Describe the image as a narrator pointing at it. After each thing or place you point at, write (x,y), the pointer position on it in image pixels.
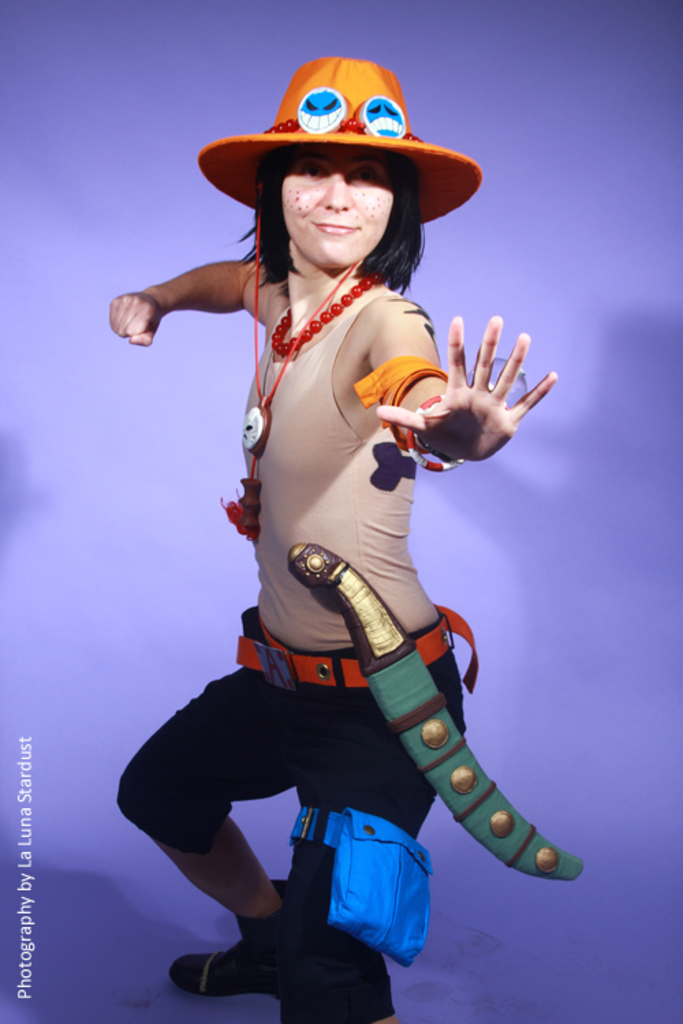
In this image we can see a woman (342,404) standing on the surface (532,976) wearing the costume (370,709).
